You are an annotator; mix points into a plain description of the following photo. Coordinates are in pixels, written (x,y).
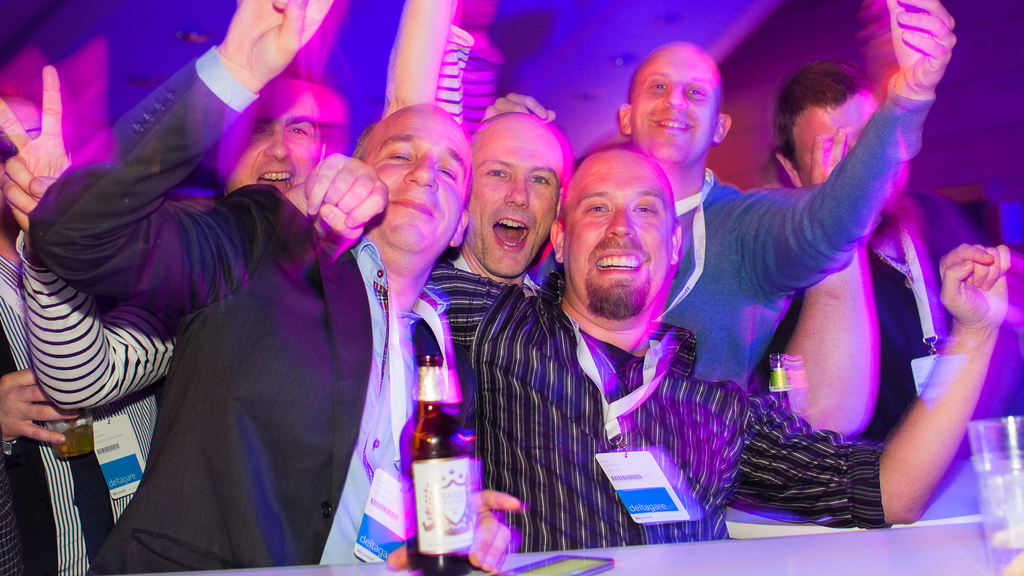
In this picture we can see a group of people (676,203) with tags (918,296). At the bottom of the image (445,513), there is a bottle (449,487), glass (1017,469) and an object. On the left side of the image (32,396), there is a person (23,317) holding an object (76,441). Behind the people (48,420), there is a blurred background.
